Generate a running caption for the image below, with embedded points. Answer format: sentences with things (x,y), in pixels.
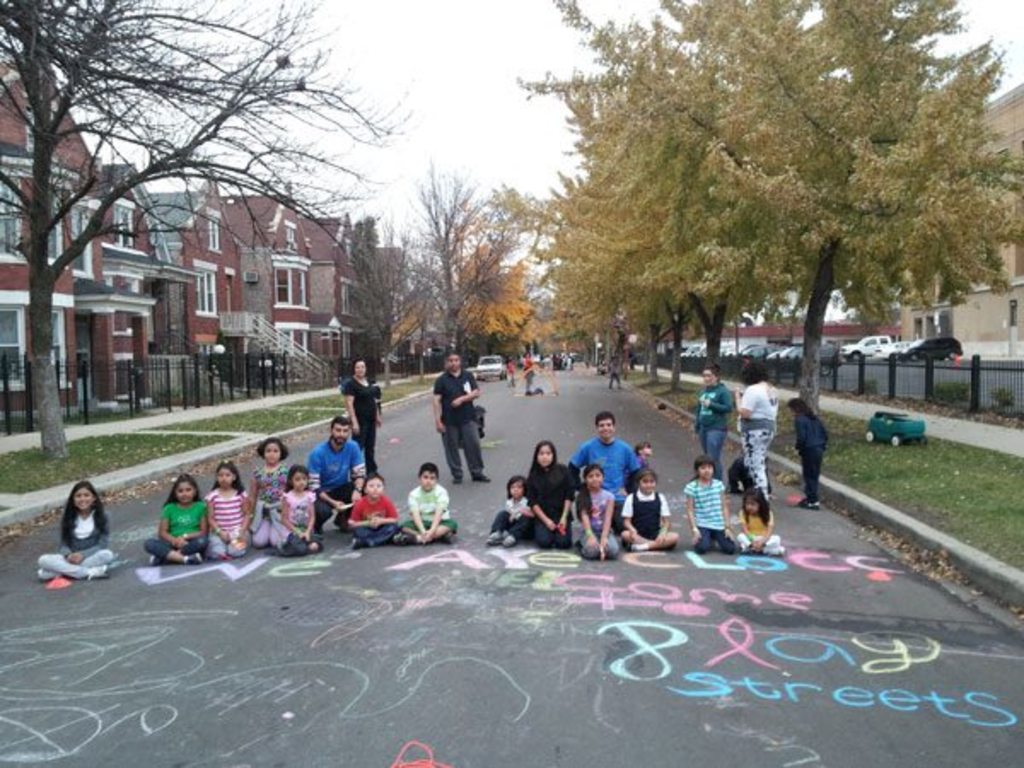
In the picture we can see a road (42,743) on it, we can see some children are sitting and some people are standing behind them and to the road (128,755) we can see some drawings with some colors and on the other sides we can see some grass path (402,383) with trees (589,341) and houses (91,259) and in the background (601,306) also we can see some trees (385,344), houses (944,302) and sky (310,121).
